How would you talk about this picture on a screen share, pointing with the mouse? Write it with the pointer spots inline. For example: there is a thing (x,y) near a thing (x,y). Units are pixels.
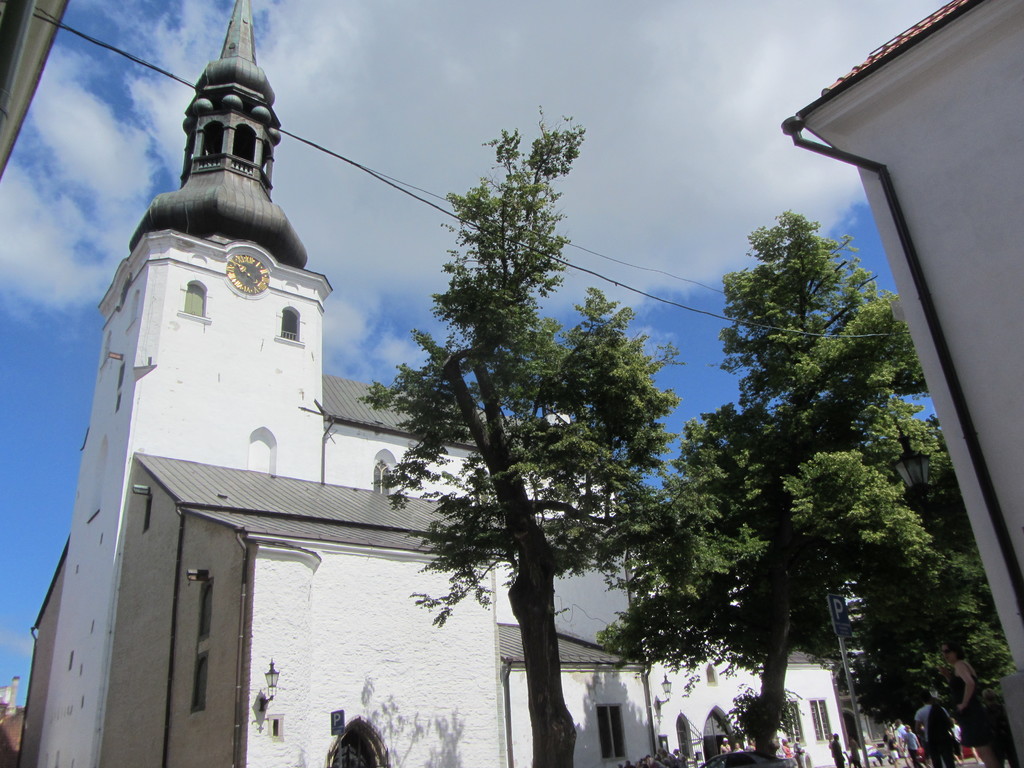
In the image there are trees (737,494) on the right side (889,543) and a building (243,519) on the left side (250,370) with a clock (245,268) in the middle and above its sky (522,143) with clouds (663,204).
